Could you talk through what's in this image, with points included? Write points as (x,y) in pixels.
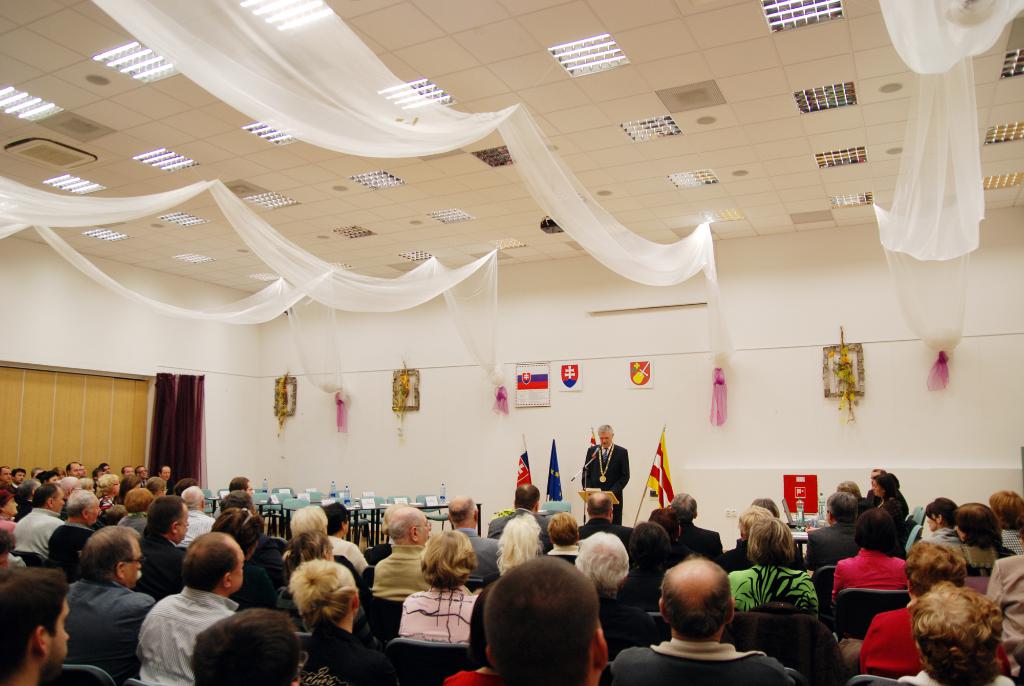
In this image I can see a group of people (389,551) are sitting on the chairs (662,630), in the middle (615,447) a man (620,471) is standing, he wore black color coat (626,479). At the top (343,68) there are clothes (207,78) in white color and also there are ceiling lights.
